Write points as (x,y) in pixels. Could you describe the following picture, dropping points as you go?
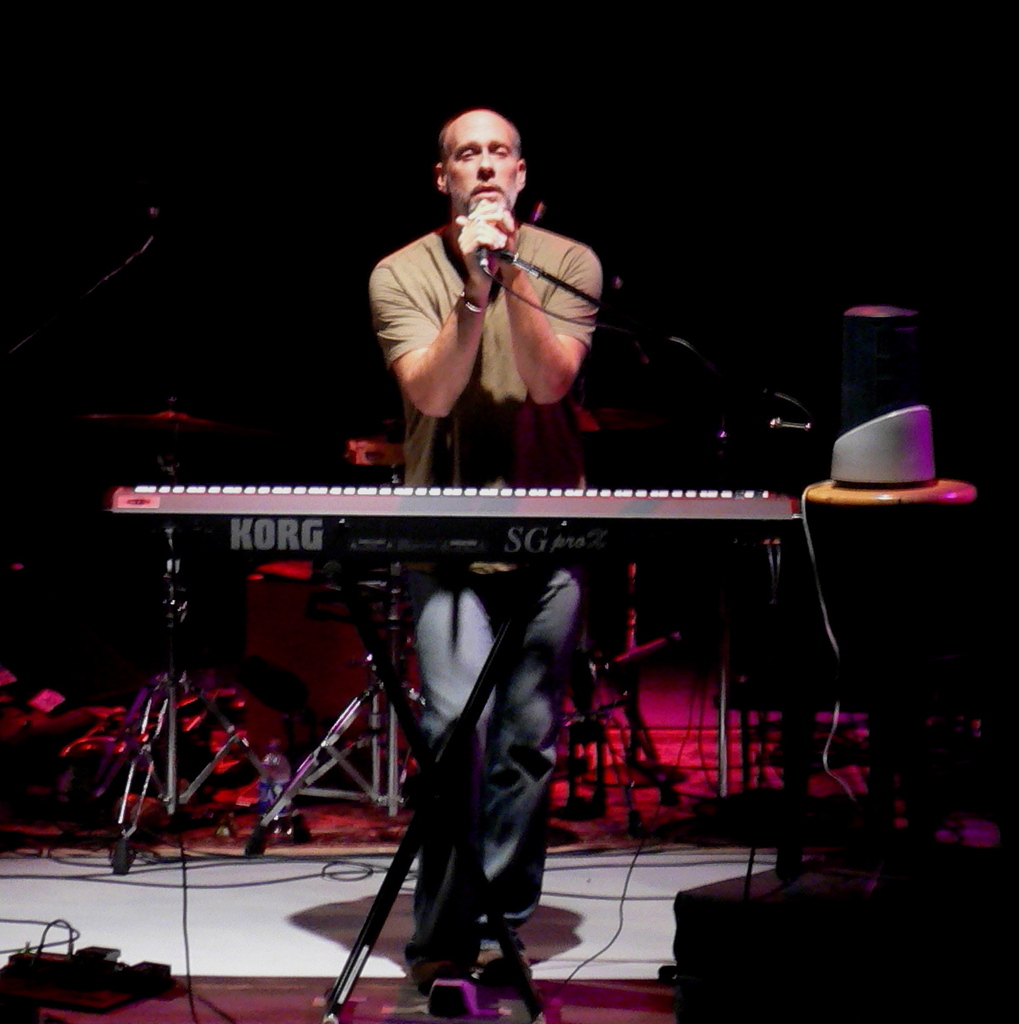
As we can see in the image there is a man (524,337) standing and holding mike (481,249) in his hand (480,236). In the front (491,521) there is musical keyboard (512,511).
